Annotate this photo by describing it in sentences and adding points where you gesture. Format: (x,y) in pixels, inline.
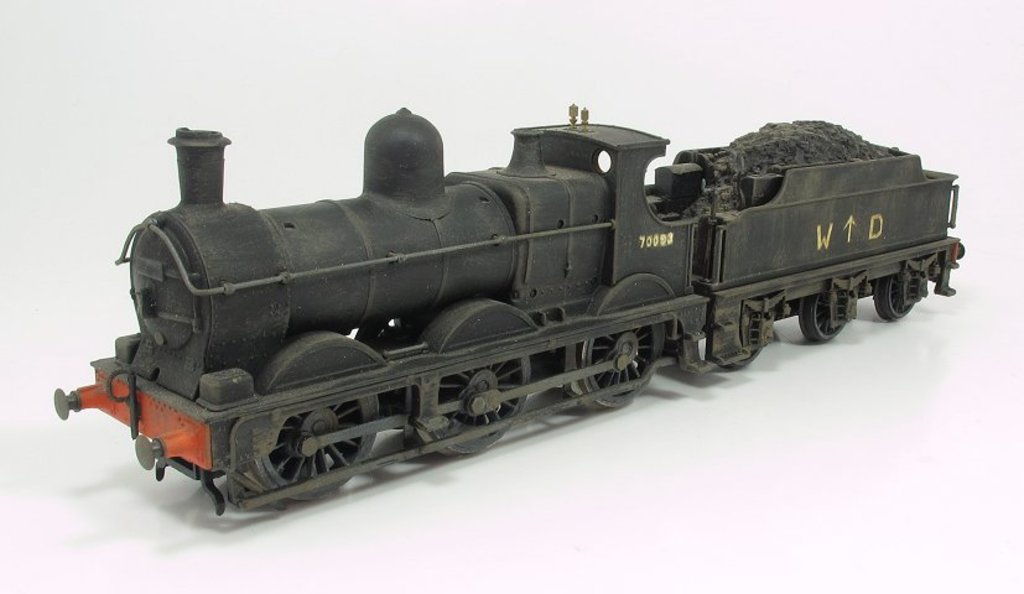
As we can see in the image there is a black color toy train (550,268).
